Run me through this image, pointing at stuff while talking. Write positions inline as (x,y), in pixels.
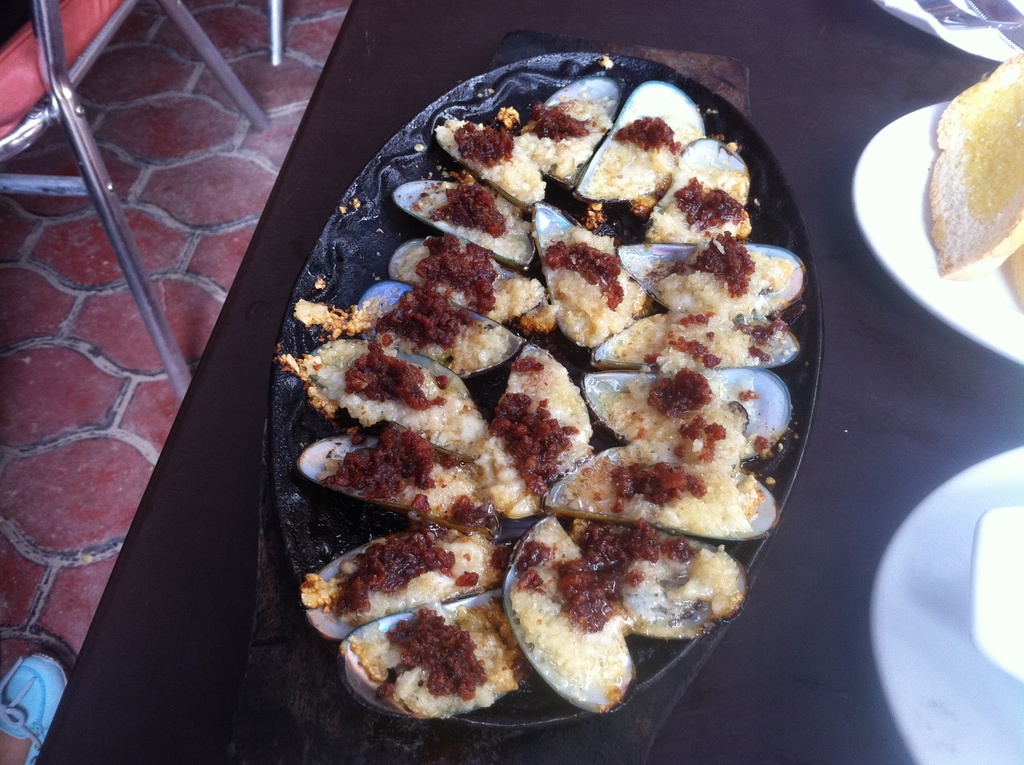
In this image we can see the plate (637,66) of food items (518,454). We can also see the bread (971,224) on a white color plate (927,211) which is on the table (743,726). On the left (137,203) we can see the floor (163,203), chairs (91,21) and also some person's leg (13,753).
